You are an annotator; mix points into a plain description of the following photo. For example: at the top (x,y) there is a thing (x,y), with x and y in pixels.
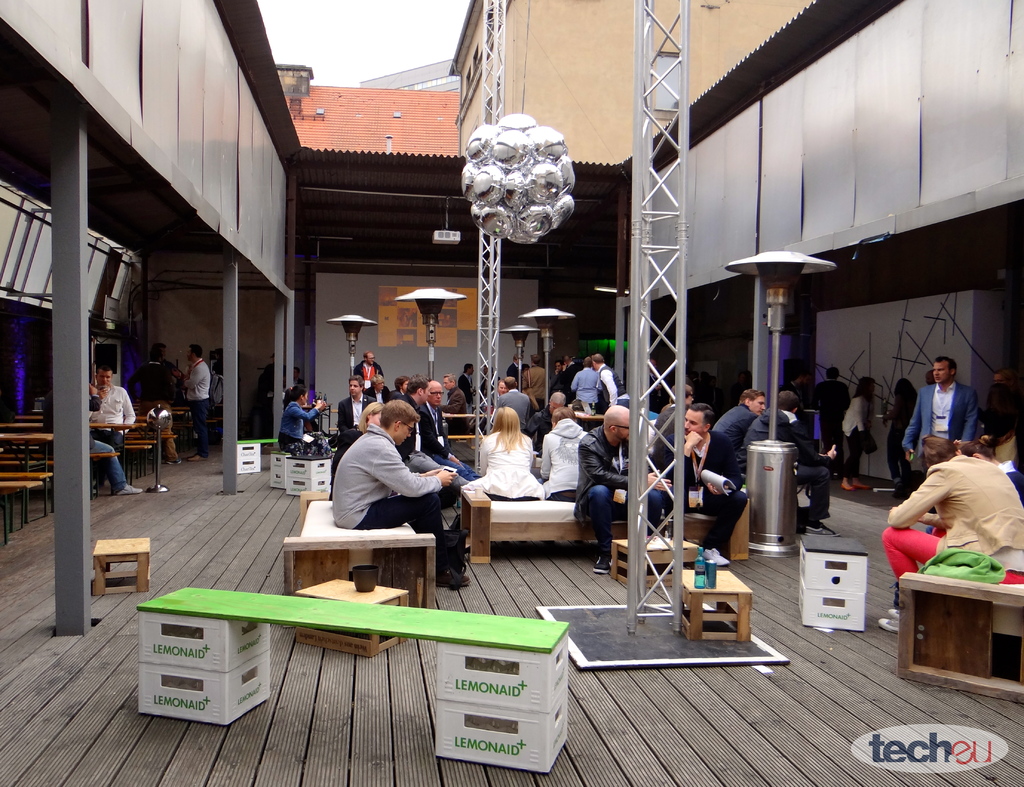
This picture might be taken outside. In this image, in the middle (361,457), we can see a group of people (707,535) are sitting on the chair (510,525). On the right side (989,494), we can see a person (1018,545) sitting on the bench (1009,626), we can also see a group of people (890,408) standing. On the left side (115,411), we can see two people (105,464) are sitting on the bench (40,482) and few people (168,376) are standing on the floor (184,474), we can also see few pillars (63,455) on the left side (60,472). In the background (359,365), we can see group of people (374,363), poles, roof (384,229). At the top (390,19), we can see a sky (429,32).
